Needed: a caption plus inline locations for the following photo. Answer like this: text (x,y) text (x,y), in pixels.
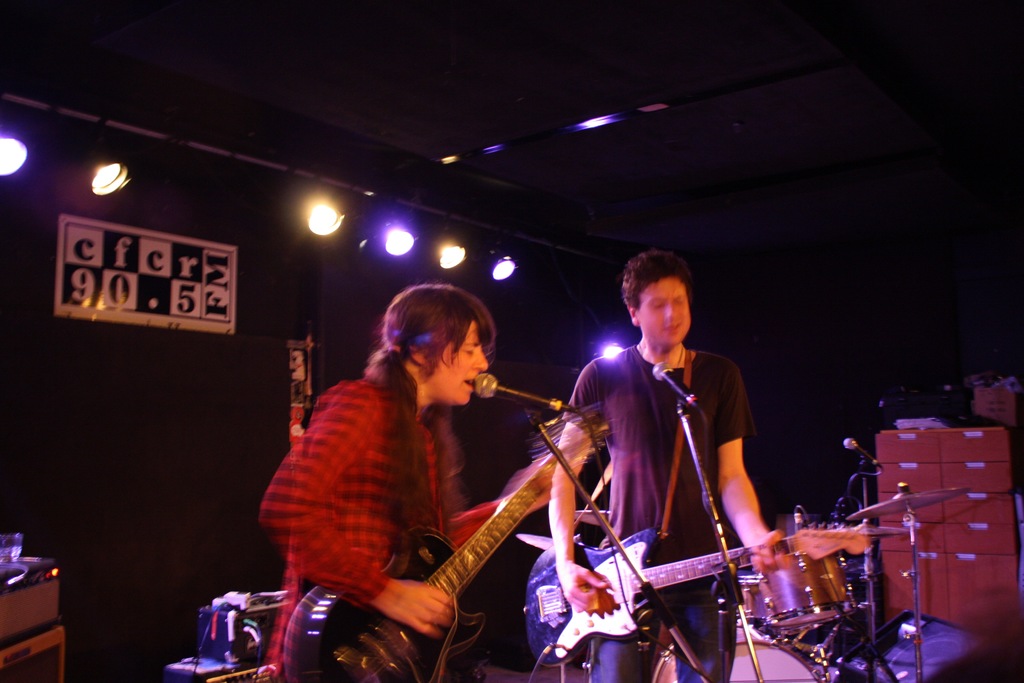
In this picture one women (414,445) is singing a song and holding a guitar (443,576) she is playing a guitar (426,539) and one person (670,468) is standing beside to the girl (402,417) and he is also singing and playing a guitar (619,597) some of the musical instruments (827,586) are here and back side there is a board (162,269) and some lines (392,254) are there
